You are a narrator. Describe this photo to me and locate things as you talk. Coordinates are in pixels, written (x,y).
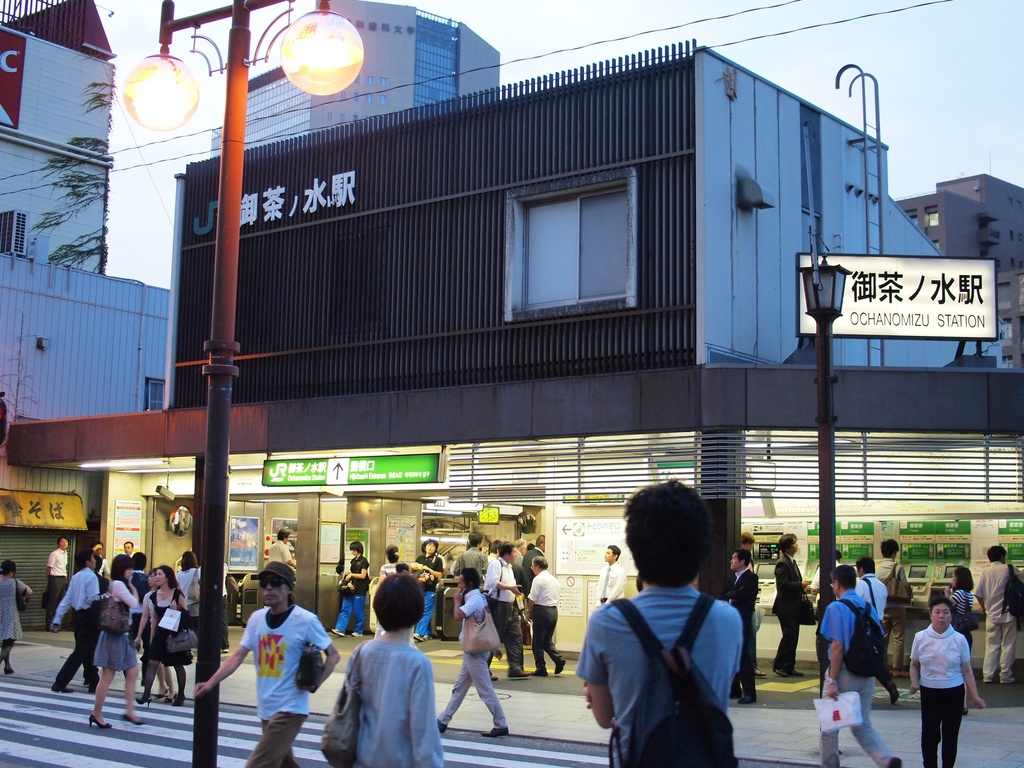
This is the picture of a road (109,756). In this image there are group of people (411,608) walking. In the foreground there are lights (317,63) on the pole (220,320). At the back (250,294) there are buildings (494,305) and there is a streetlight (830,275) on the footpath (435,683) and there are hoardings (921,288) on the building (259,461). At the top (632,12) there is sky (786,56) and there are wires (679,26). At the bottom (74,723) there is a road (120,740).
